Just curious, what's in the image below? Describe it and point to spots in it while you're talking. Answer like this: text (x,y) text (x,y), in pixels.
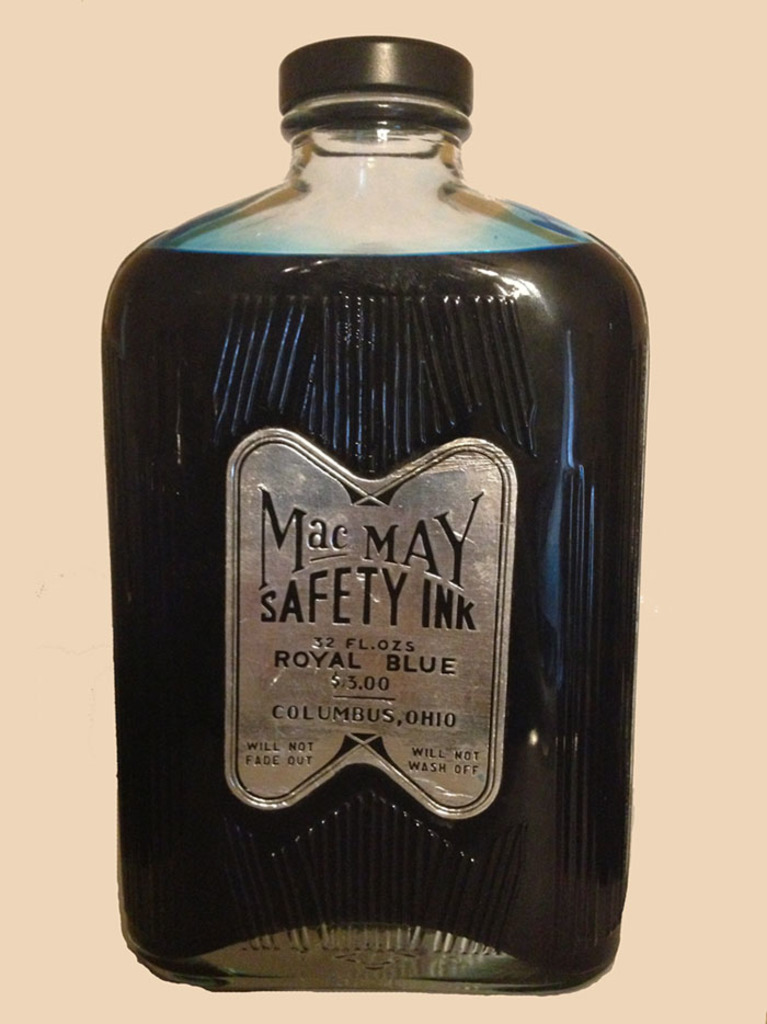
Here we can see a bottle (174,912) present with Mac May safety written on it
